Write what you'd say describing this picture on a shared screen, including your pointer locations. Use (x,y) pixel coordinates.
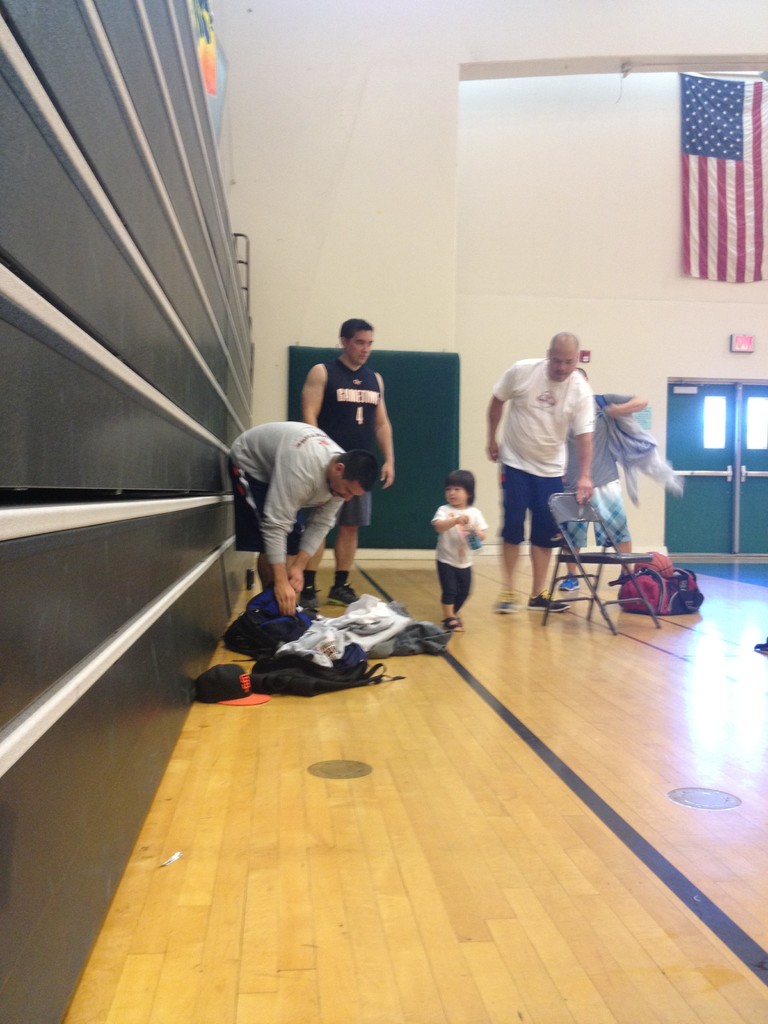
In this image I can see few people (502,395) standing. I can see a chair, bags (644,581) and few clothes (339,646) on the floor (581,771). Back I can see a wall (503,183), flag (708,240) and doors (694,487).
